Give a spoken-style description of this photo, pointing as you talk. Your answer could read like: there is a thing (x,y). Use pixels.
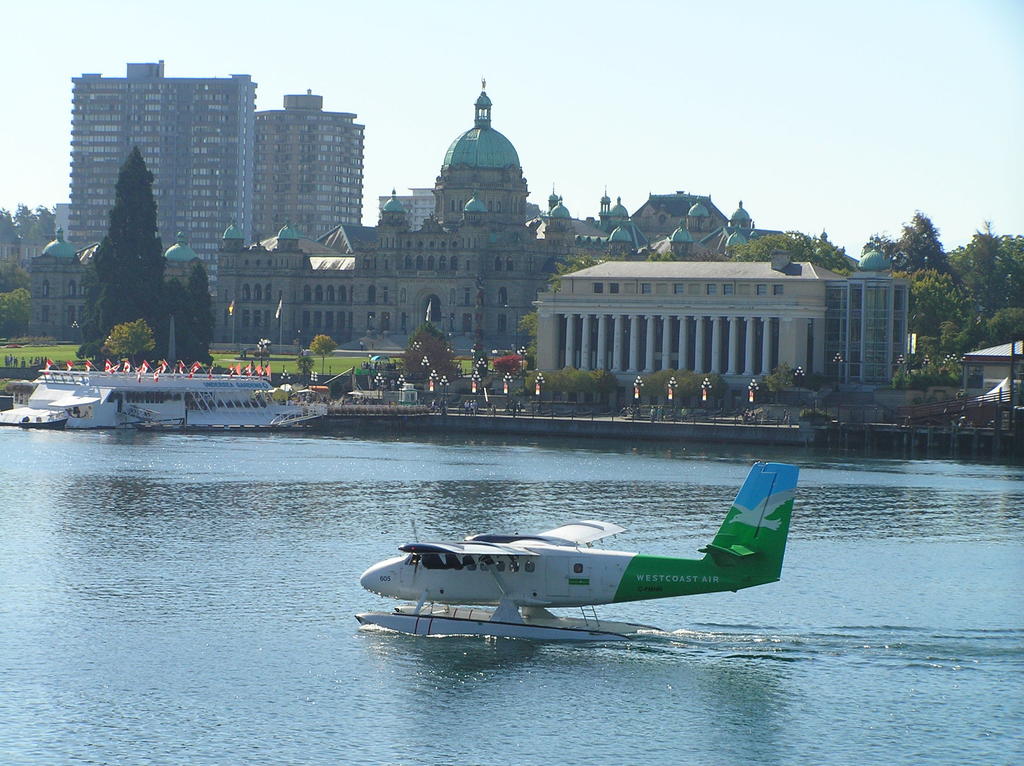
In this image I can see an aircraft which is in white and green color. Background (23,98) I can see a ship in white color on the water (285,475), buildings (649,347) in white and brown color, trees (105,340) in green color and the sky (771,144) is in white color.
